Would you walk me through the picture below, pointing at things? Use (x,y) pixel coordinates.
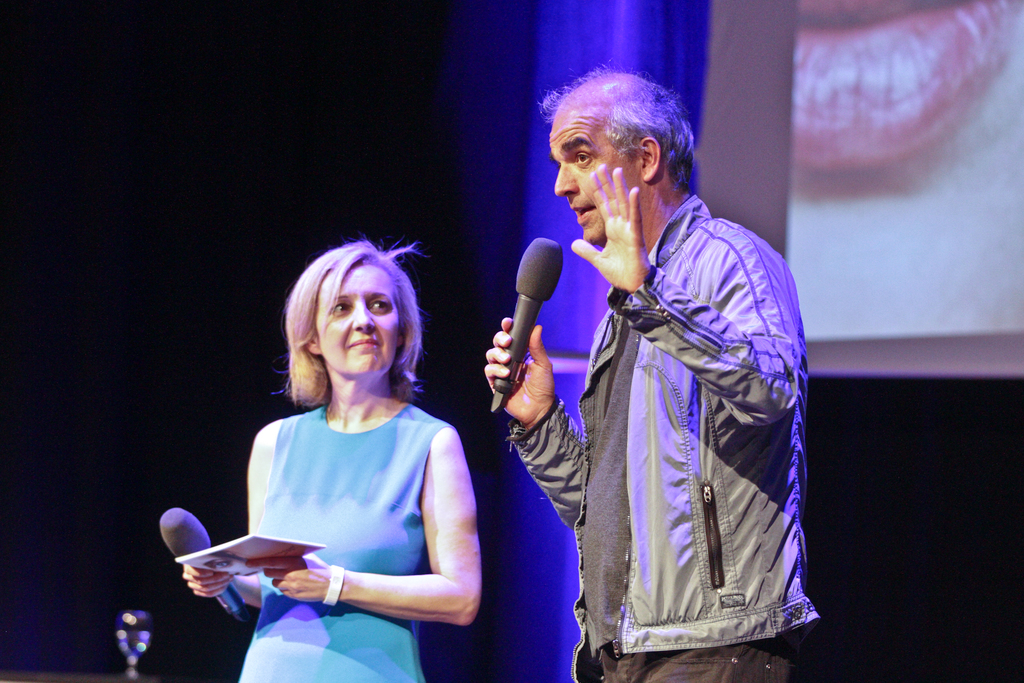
In this image I can see a man (712,389) standing and holding a mike (533,294) in his hand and speaking. Beside this man (646,383) there is a woman (322,492) holding a paper (249,542) in her left hand (256,562) and a mike (197,543) in her right hand (208,581) and looking at the person (694,512) who is speaking. In the background (838,195) there is a screen (838,166).
